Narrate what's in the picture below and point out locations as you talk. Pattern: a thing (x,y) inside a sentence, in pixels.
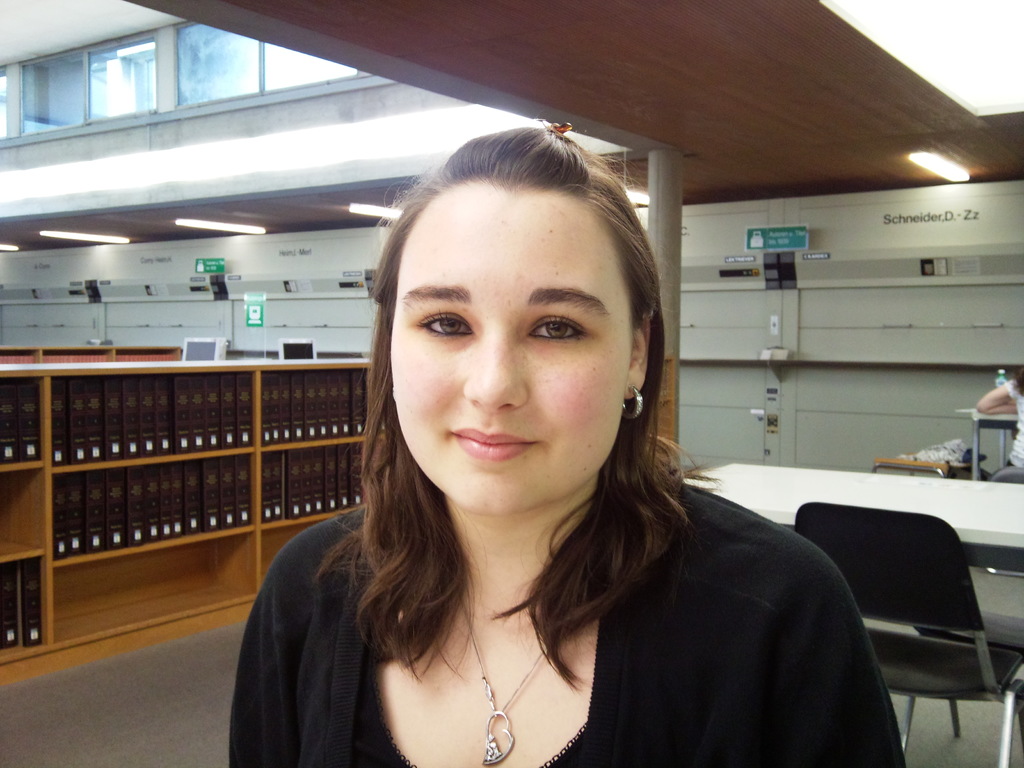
In this picture there is a woman (500,668) who is wearing locket (494,745) and black dress (723,722). In the back (902,582) we can see table (1020,494) and chairs (941,563). On the right (1023,404) there is another woman (1001,413) who is sitting on the chair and wearing white dress (1023,441). Here it's a light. On the left (70,235) we can see tube light (225,225), sign boards (200,265) and other objects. On the top left corner (275,53) we can see windows (252,86). On the bottom left (164,527) we can see many books (211,501) which are kept in this wooden rack (291,445).
